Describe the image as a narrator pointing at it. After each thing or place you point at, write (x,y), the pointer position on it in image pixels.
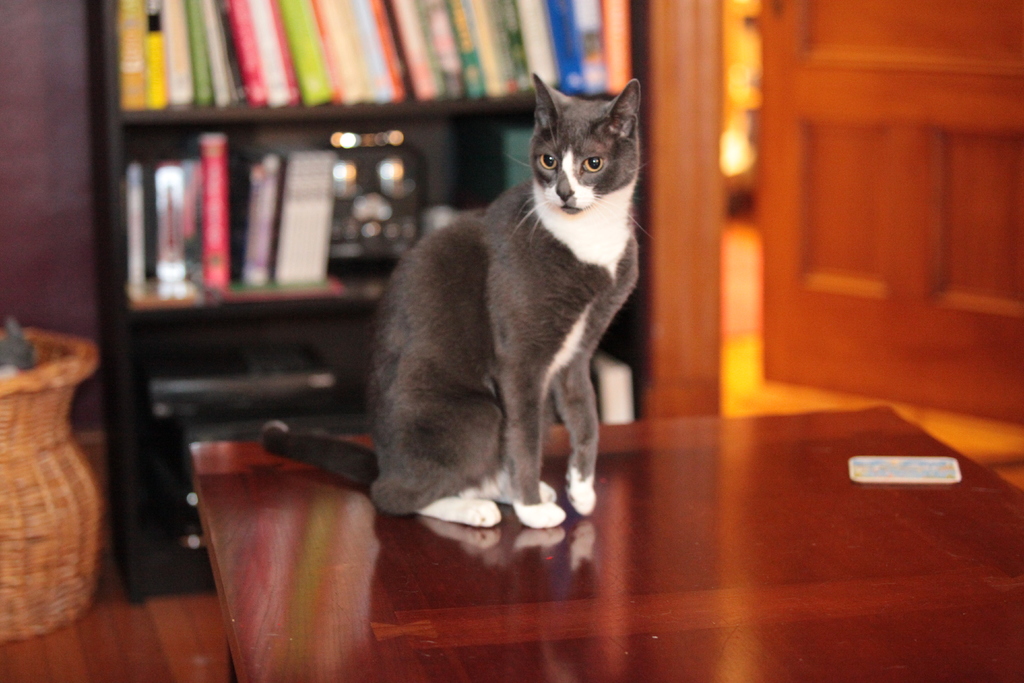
There is a cat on this table (603,623) behind this cat (306,448) there is a bookshelf (299,342) right side of an image (773,139) it's a door (773,139).
